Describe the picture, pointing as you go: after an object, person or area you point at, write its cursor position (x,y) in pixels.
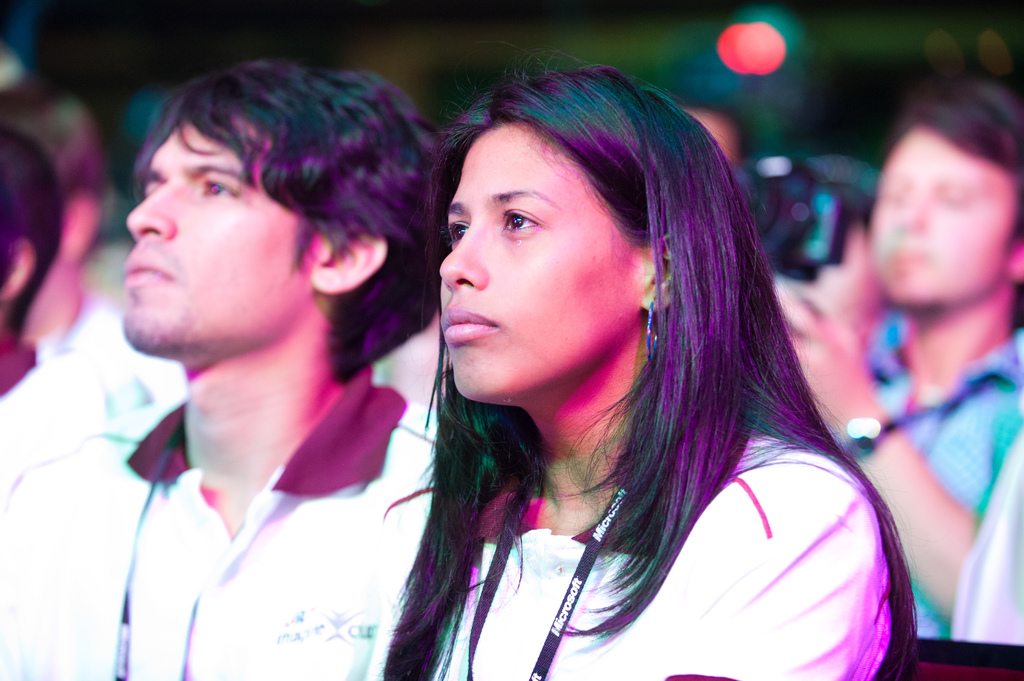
In the center of the image (472,436) we can see a persons (191,366) sitting. On the right side of the image (918,617) a person (899,472) sitting and holding a camera (828,241).
